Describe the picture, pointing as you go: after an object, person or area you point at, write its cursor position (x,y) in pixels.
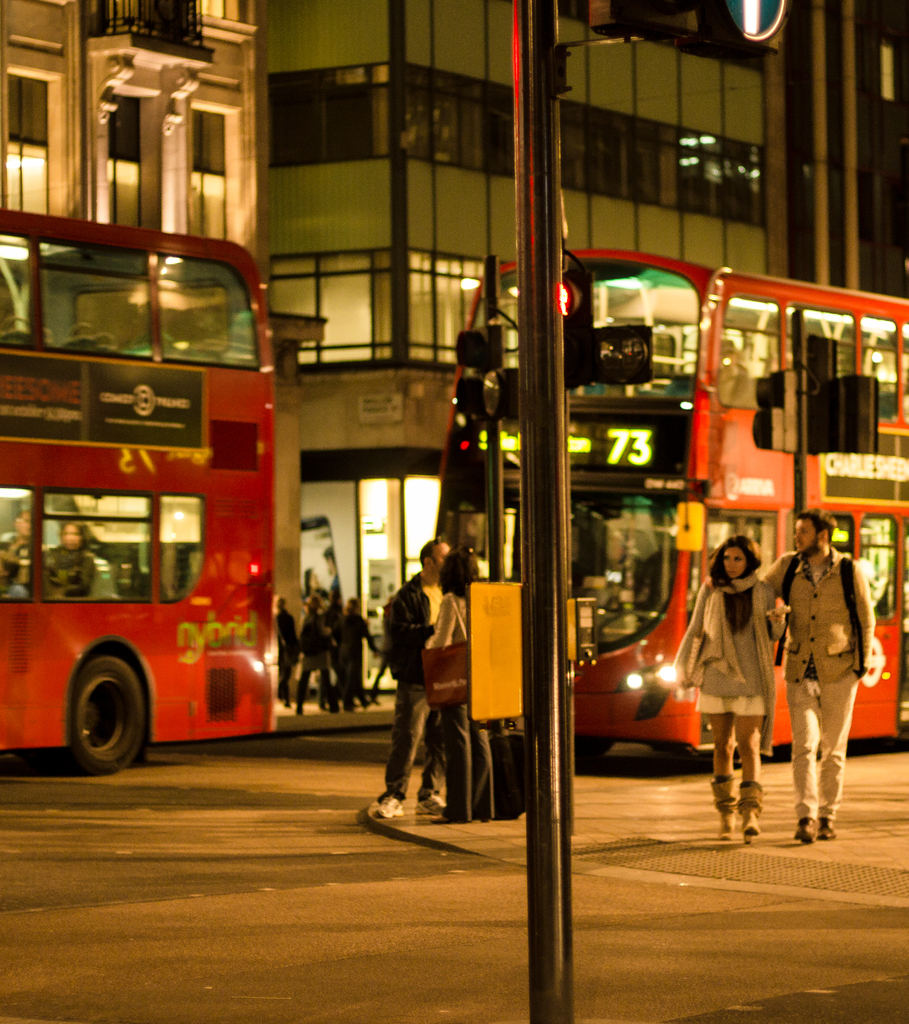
On the road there are buses (738,428). Here we can see people (796,694). This is black pole (528,495). Background (807,61) there are buildings (348,180) with glass windows (210,147).
